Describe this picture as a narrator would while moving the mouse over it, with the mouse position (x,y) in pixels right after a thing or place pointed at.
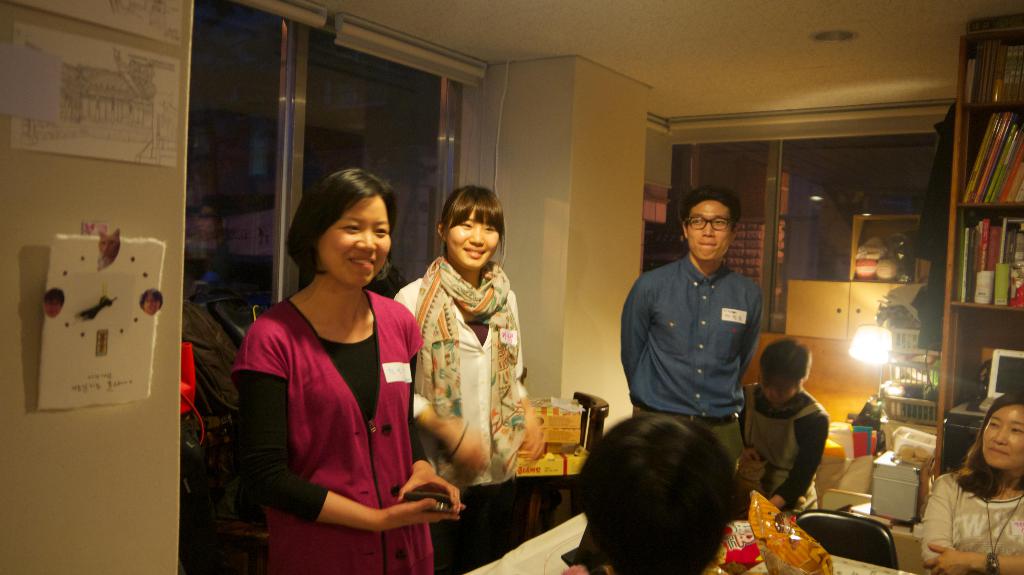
In the center of the image (348,290) we can see some people (715,433) are standing. On the right side of the image (958,249) we can see a rack (1000,304). In rack (1002,215) we can see the books (1008,256), laptop (1004,386). At the bottom of the image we can see a table (877,574). On the table (868,563) we can see some packets (781,542). In the background of the image (79,59) we can see the wall (104,431), papers (103,72), clock (121,357), chairs (849,530), lamp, cupboards (870,299), windows (744,177) and some objects (870,442). At the top of the image (745,64) we can see the roof (762,4).
